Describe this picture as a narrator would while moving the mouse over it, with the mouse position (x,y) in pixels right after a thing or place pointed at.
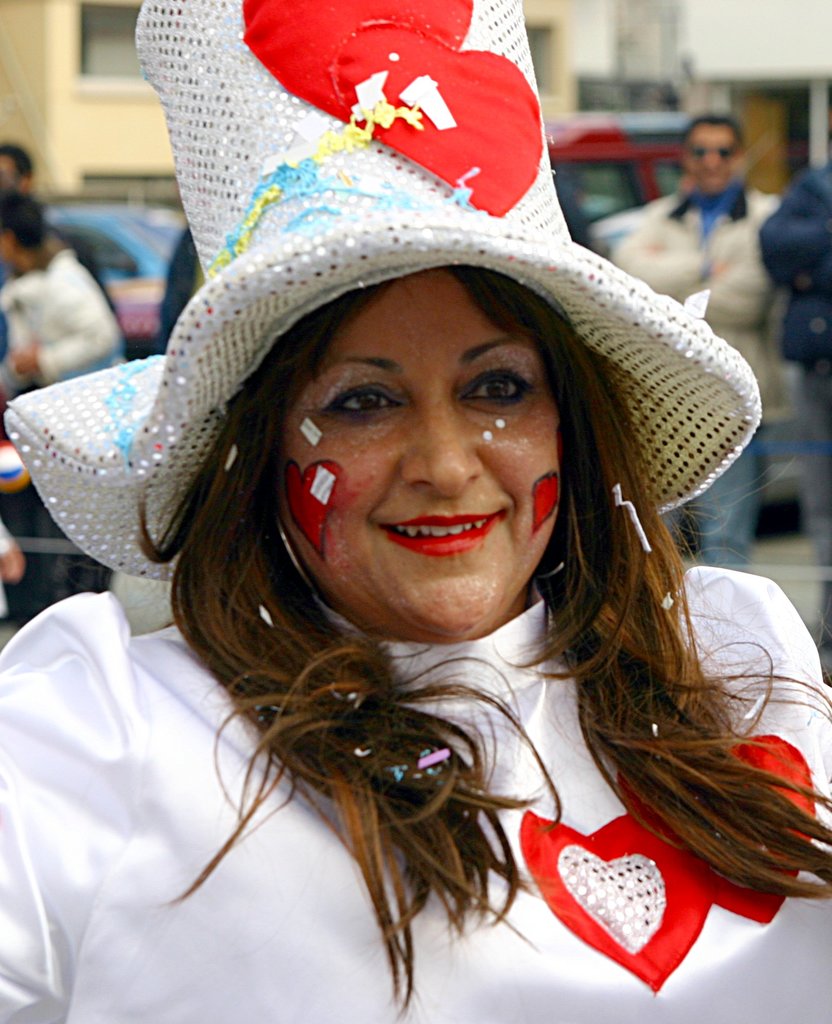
There is a woman (490,433) smiling and wore hat (385,248). In the background (32,215) it is blurry and we can see wall (64,18), people (804,231) and vehicles (143,224).
